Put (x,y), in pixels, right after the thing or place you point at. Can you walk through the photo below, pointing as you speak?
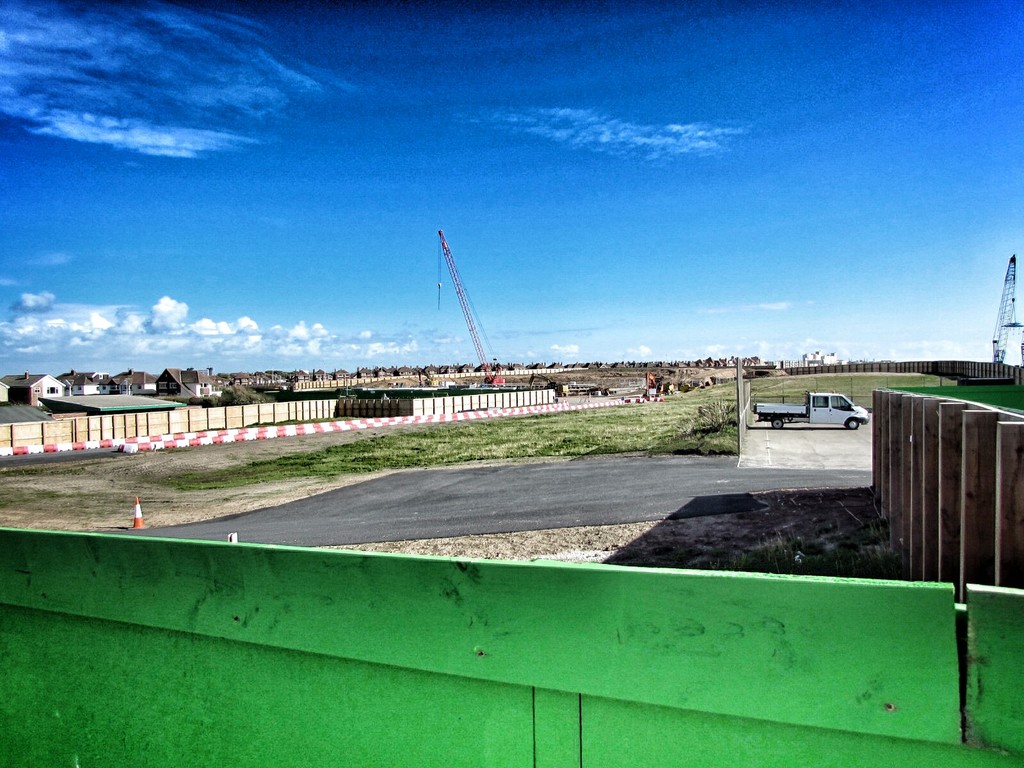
In this image I can see there is a wall (817,577) and there is a truck (830,408) at right side (817,409) and there are few buildings (82,377) at the left side (159,372) background (102,379) and the sky (295,228) is clear.
